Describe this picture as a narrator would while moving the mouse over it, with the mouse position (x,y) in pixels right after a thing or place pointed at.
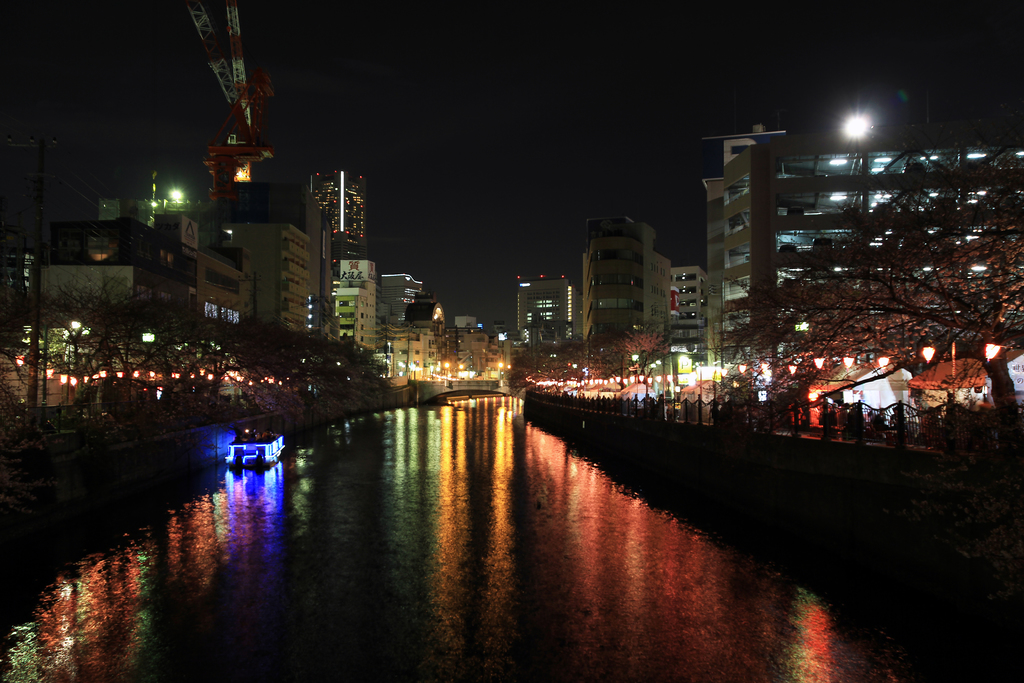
In this image there is the water (387,533). On the either sides of the water (401,511) there is a railing (579,397). Behind the railing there are trees (261,386) and light poles (770,374). In the background (221,248) there are buildings (719,261). At the top (513,70) there is the sky (524,70). There is a boat (239,459) on the water (84,544).
